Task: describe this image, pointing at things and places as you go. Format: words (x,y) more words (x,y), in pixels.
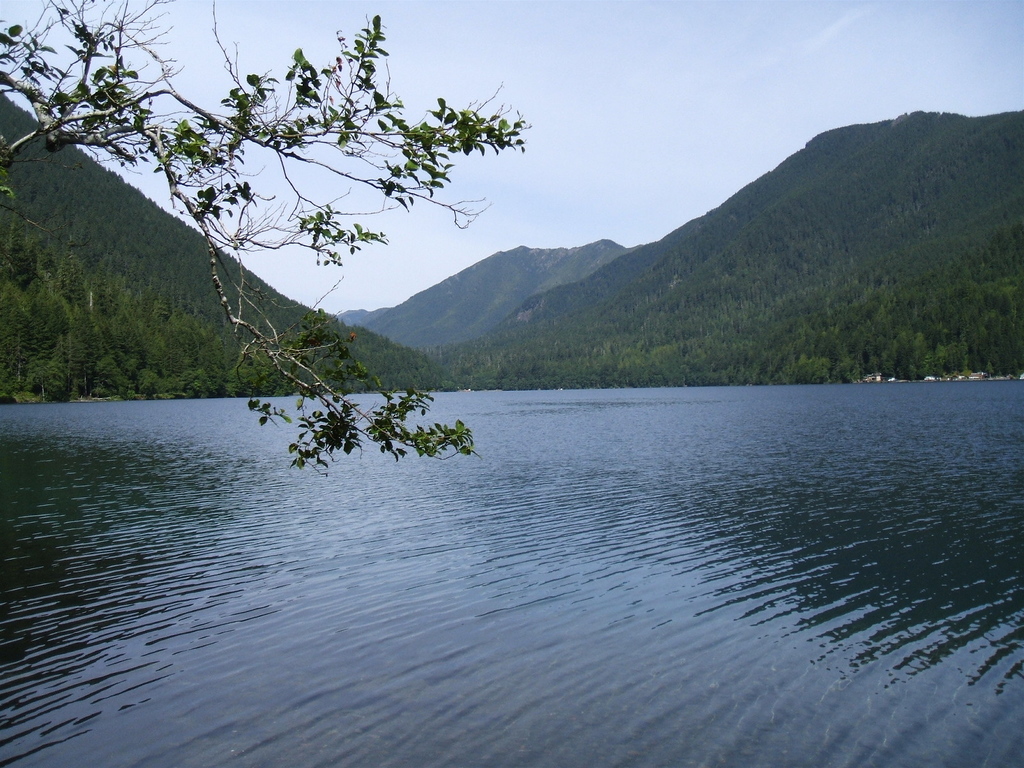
In this image we can see the water (534,611) and there are some trees (254,297) and we can see the mountains (856,243) in the background (757,259) and at the top (424,75) we can see the sky (183,71).
